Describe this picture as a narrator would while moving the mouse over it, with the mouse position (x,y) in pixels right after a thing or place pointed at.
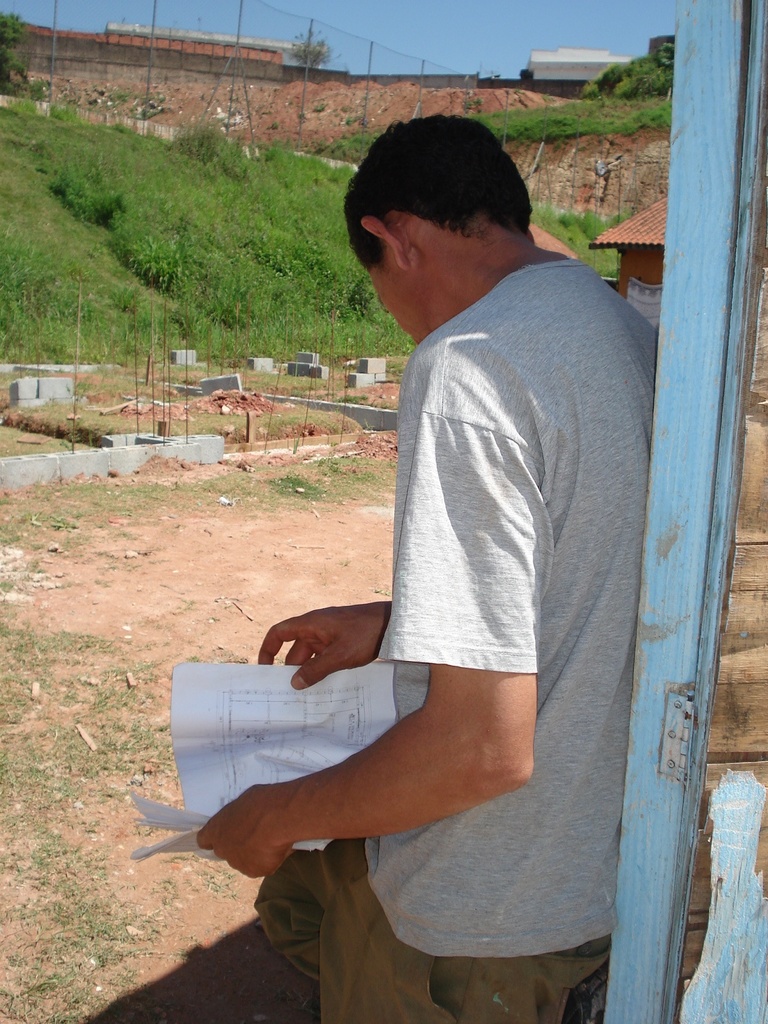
In this picture I can see there is a man (462,639) standing and he is holding a paper (212,758) in his hand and there is a wooden door (692,511) and there are plants (221,351), a fence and the sky (428,50) is clear.
